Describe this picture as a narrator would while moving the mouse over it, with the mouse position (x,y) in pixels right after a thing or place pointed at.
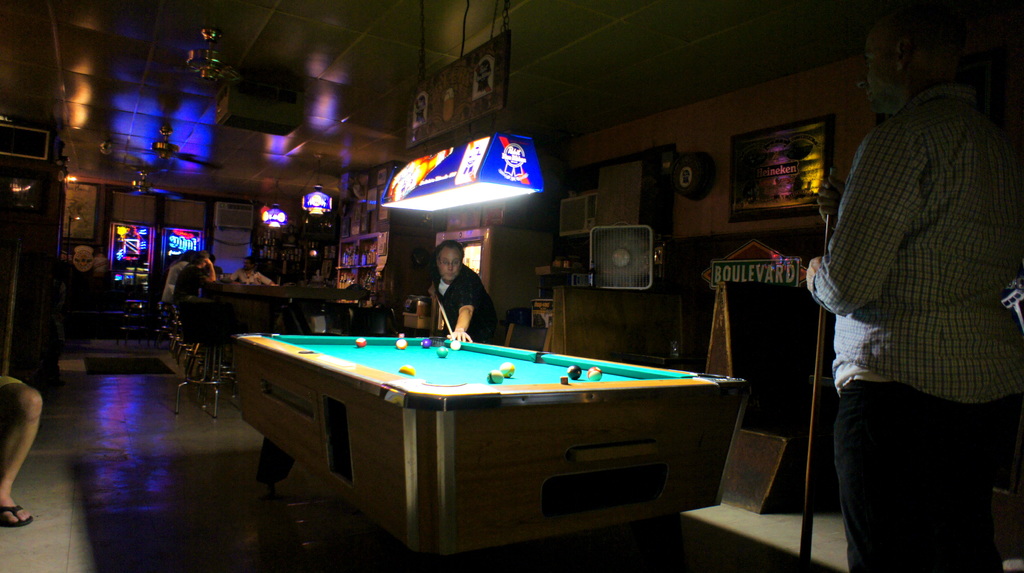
In the center (476,314) we can see one man (453,308) standing and holding stick (442,314). And in front (464,351) there is a table (472,361), on table (434,380) we can see few balls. On the right (989,181) there is a man (908,336) standing and holding stick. In the background (468,218) there is a wall (412,225), door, lights (440,195), fan (629,240) and few persons (187,274) sitting on the chair (164,302) around the table (297,308).
